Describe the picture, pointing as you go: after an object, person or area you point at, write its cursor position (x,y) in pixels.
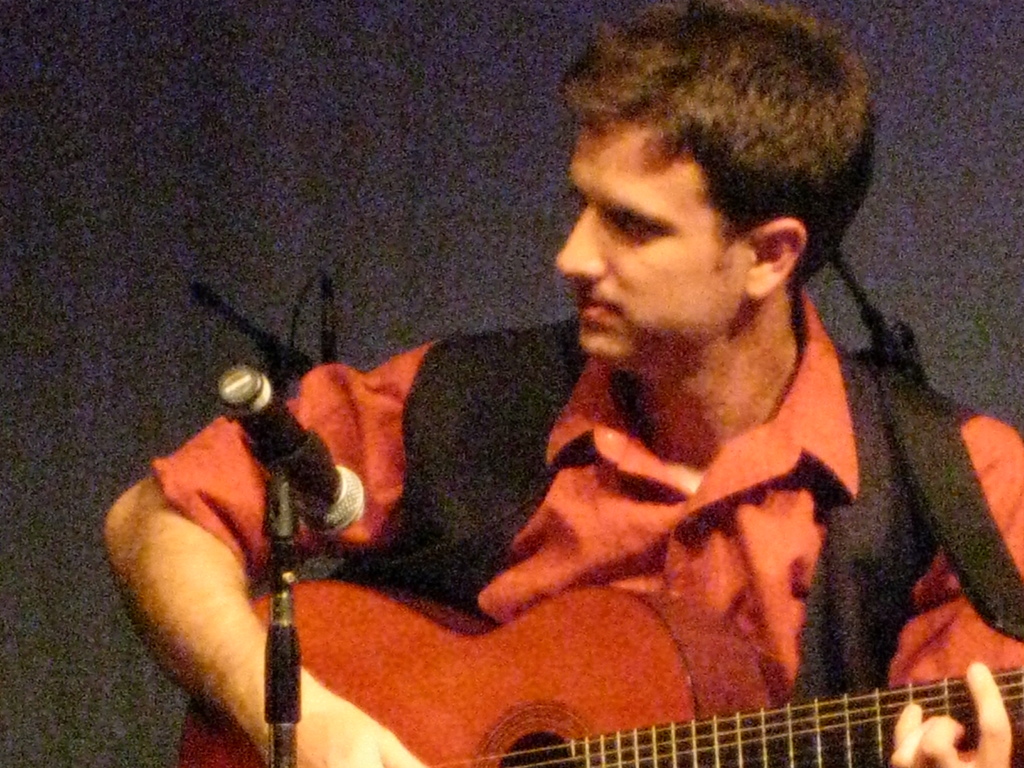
In this image there is one man (632,386) who is playing a guitar (677,699) in front of him there is one mike (235,392), on the background (246,344) there is a wall (170,147).
